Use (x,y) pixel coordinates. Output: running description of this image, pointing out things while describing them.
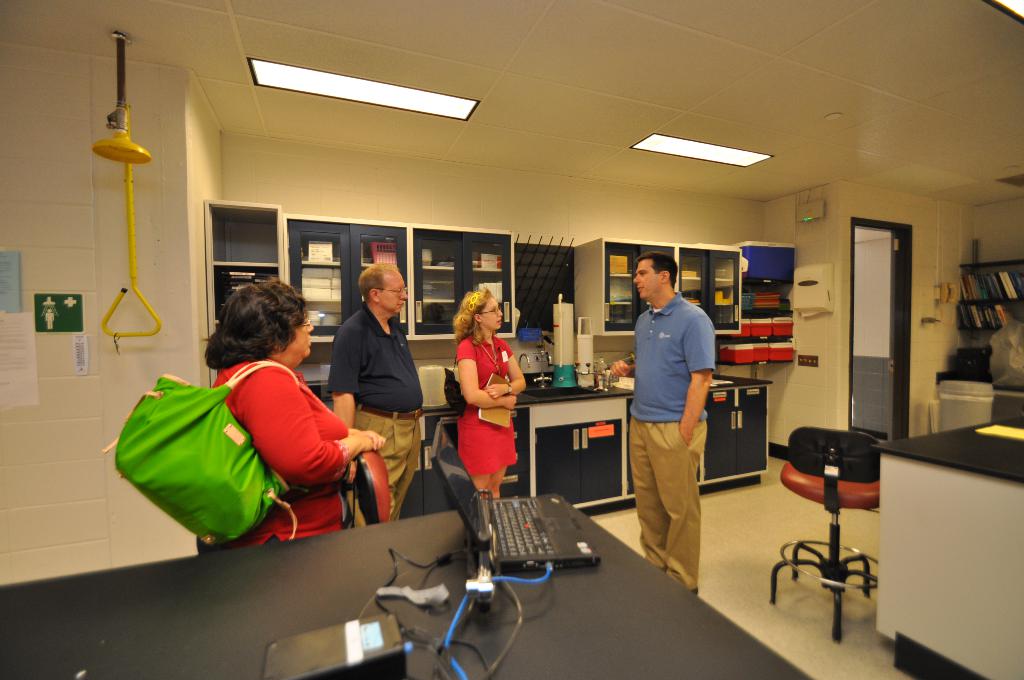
In a room (495,398) there are two ladies (477,389) and two gents (661,349) are standing. Two ladies (462,371) are wearing red color dress (304,417). And the men (659,359) at the right side (688,368) is wearing blue color t-shirt (666,374) and the men (400,376) at the left side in middle of ladies (290,417) is wearing a blue color t-shirt (361,353). On the table (313,586) there is laptop (512,523) and a wires (469,593). In the background (254,269) there are some cupboards (441,296), on the table (602,399) there are some items (561,352). There is a chair (825,449). Into the right side (885,323) there is a door (904,319). We can see some books (970,294) in the cupboard (1014,301).
